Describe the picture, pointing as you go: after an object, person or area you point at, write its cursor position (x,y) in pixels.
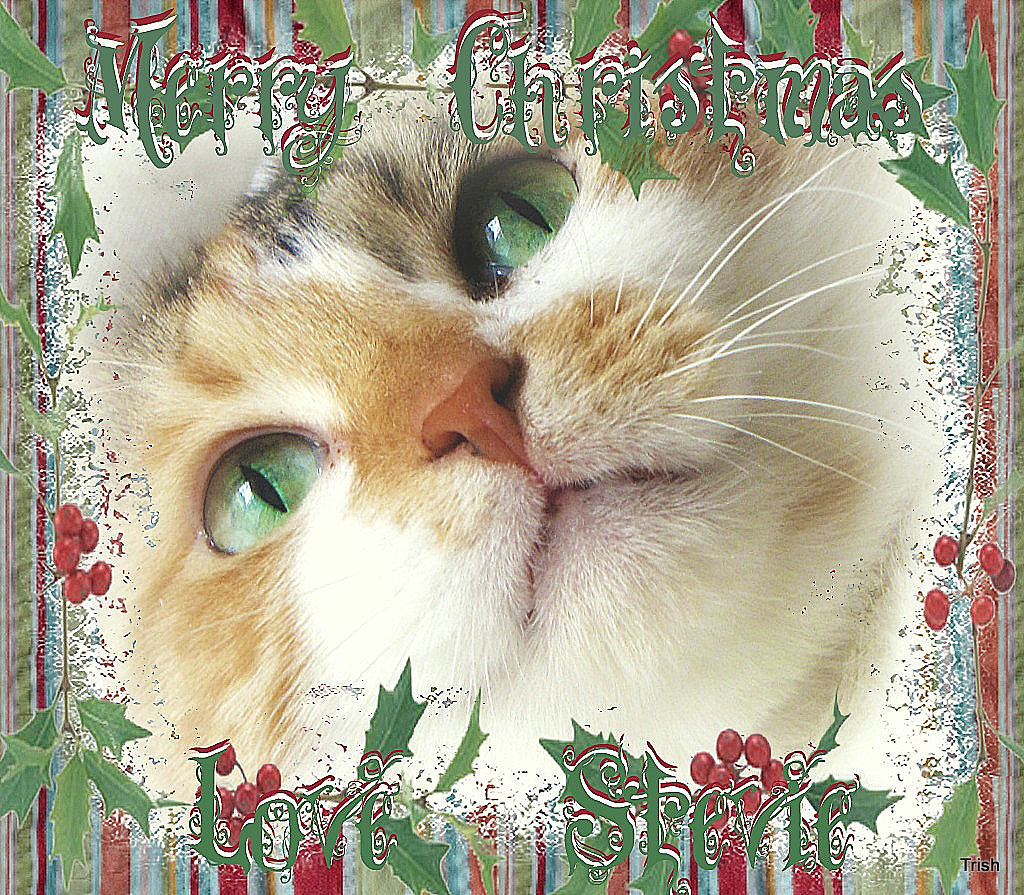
In this picture we can see face (730,514) of a cat (633,453) in the middle (606,412), we can also see some text (635,804).
